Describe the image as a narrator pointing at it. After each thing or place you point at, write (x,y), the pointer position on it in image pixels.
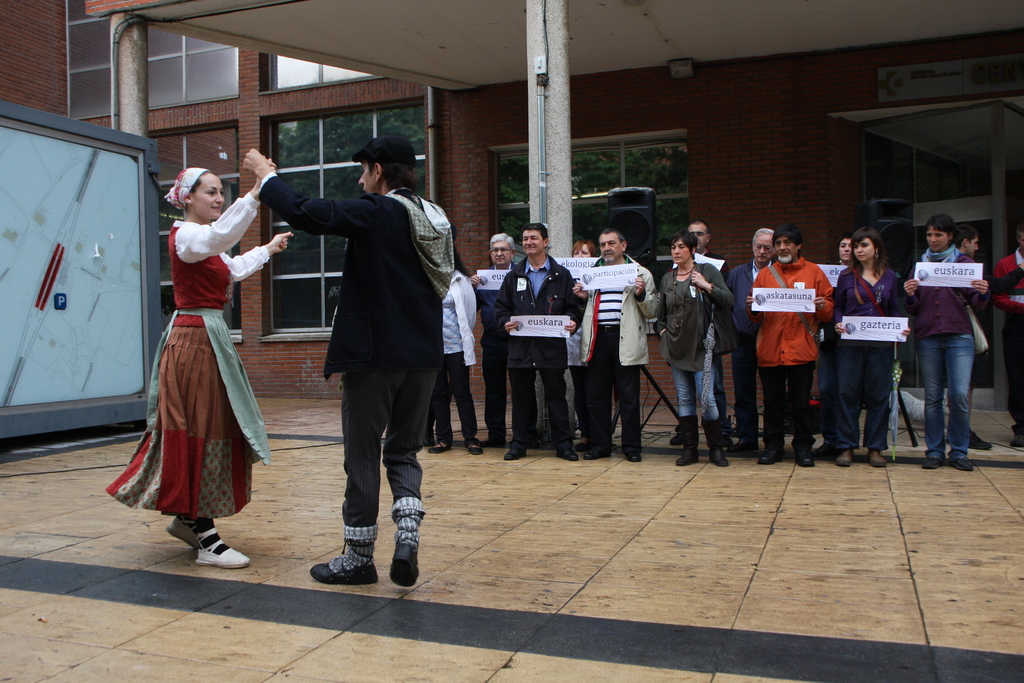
In this image there is a couple (366,374) dancing, beside the couple (349,412) there are a few other people (643,305) standing with a smile on their face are holding placards (558,321) in their hands (816,296), behind them there is a building (251,137).
